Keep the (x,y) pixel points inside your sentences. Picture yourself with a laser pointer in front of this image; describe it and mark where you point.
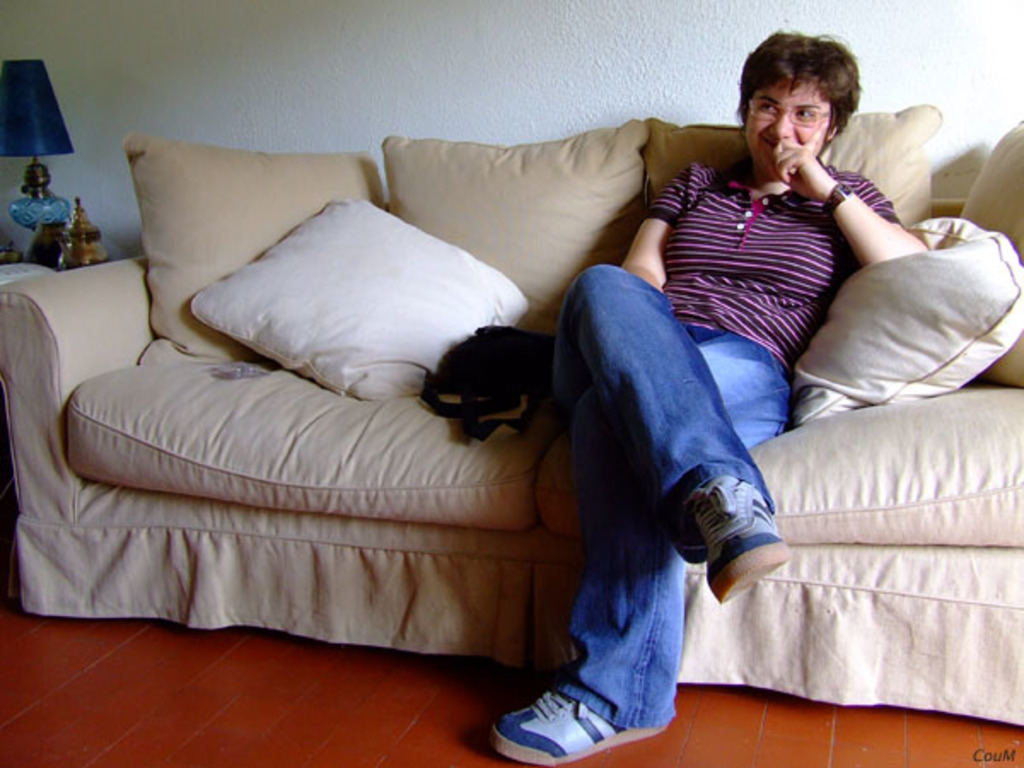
In this picture we can see one woman (803,280) is sitting on a sofa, sofa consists of two pillows (395,298) in the background (348,140) we can see a wall (309,63), on the left side of this image (28,106) we can see a lamp (36,118).
